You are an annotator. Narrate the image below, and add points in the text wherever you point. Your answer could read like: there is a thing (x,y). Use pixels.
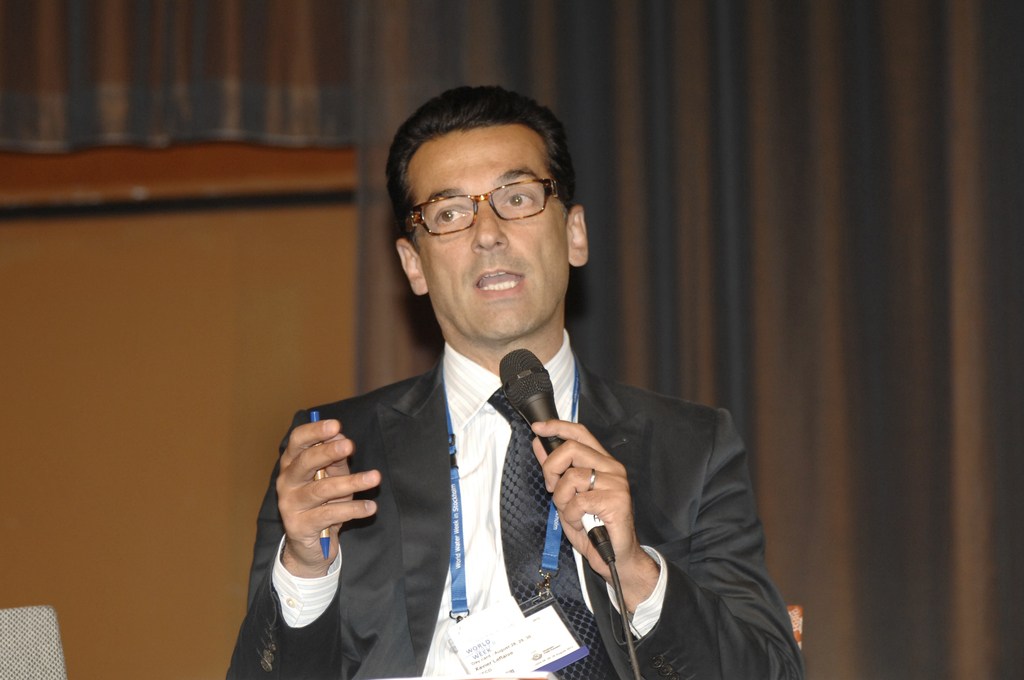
In the center of the image (478,376) we can see a man (537,499) sitting and holding a pen (323,532) in his hands (330,494). In the background (902,417) there is a curtain (358,67) and a wall (245,318).
